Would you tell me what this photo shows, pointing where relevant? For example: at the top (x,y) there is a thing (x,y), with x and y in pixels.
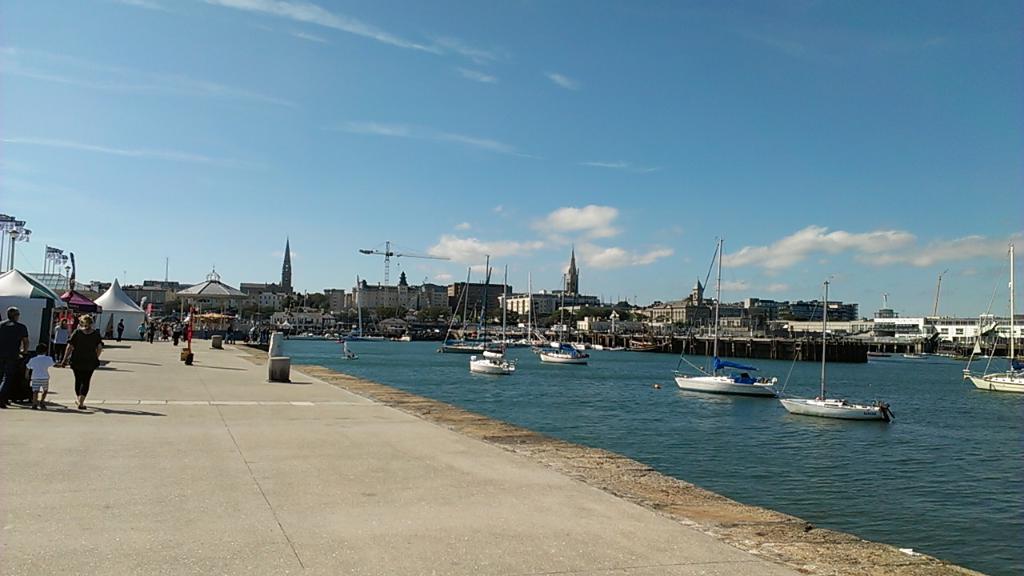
In this picture we can see a harbor (638,399) with blue water (750,432) and few boats (725,376) in white color which are floating on it and here on the left side (271,458) we have a road (224,440) on which a lady (84,360) in black shirt (86,358) is walking along with her child (41,371) in white shirt (41,371) and the sky (397,170) is mostly blue here. we have tents (26,292) here and few people (142,327) in the background (152,324).
